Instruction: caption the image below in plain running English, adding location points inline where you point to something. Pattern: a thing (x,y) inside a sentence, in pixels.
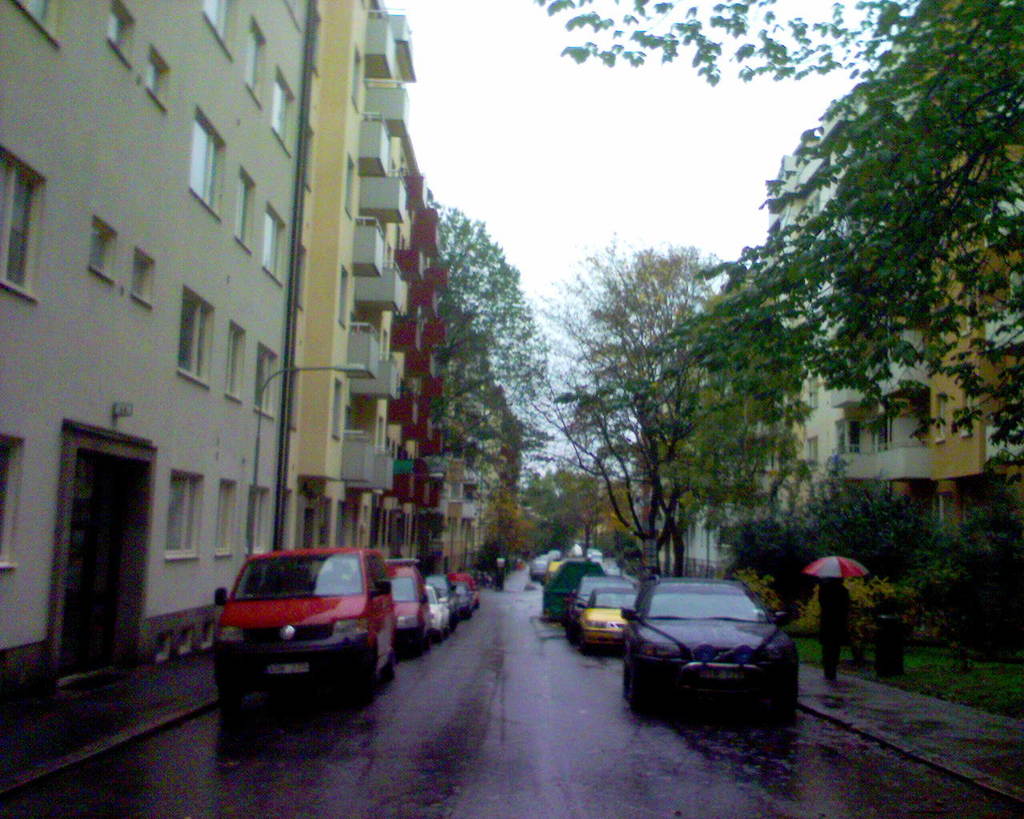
In this image there are buildings (971,488) and trees (441,259). At the bottom (405,625) there are cars (405,625) on the road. On the right (821,563) we can see a person (829,592) holding an umbrella (820,576). On the left (298,365) there is a pole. In the background (526,162) there is sky (555,161).
